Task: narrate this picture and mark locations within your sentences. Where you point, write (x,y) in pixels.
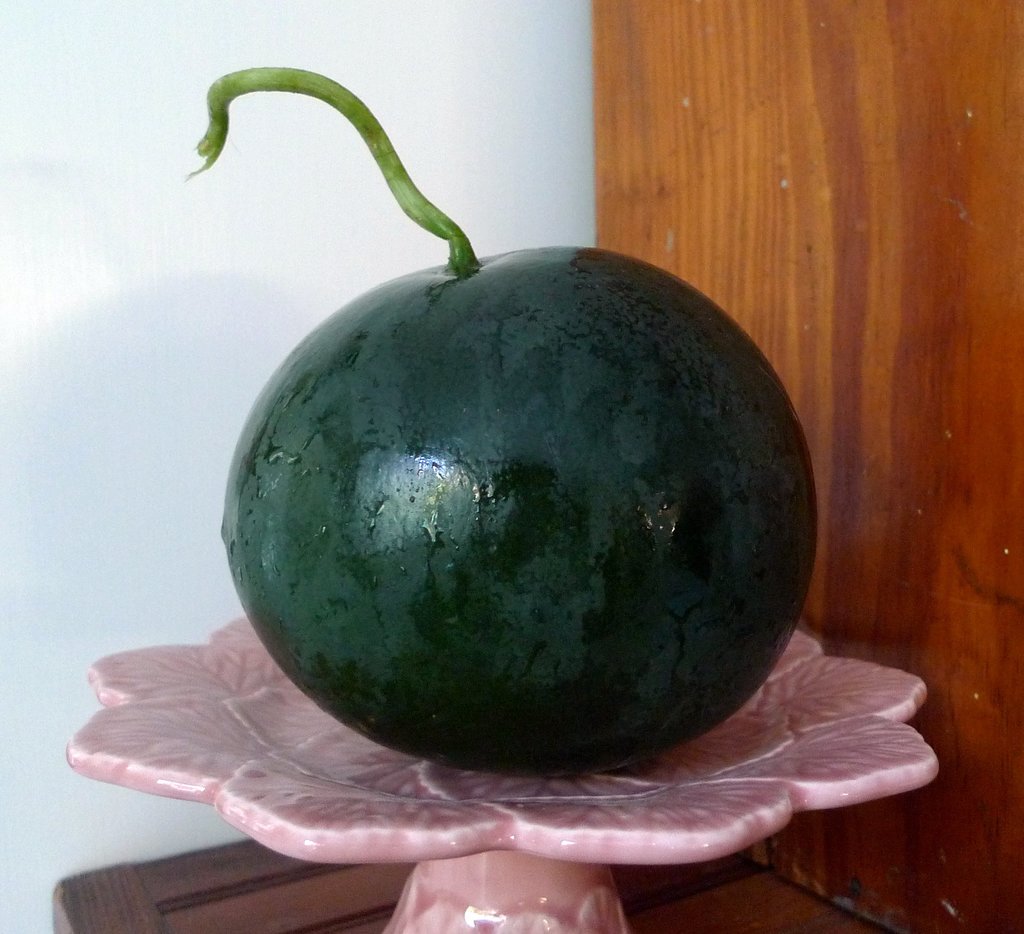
In the foreground of the picture (176,905) there is a desk (655,899), on the desk (332,753) there is a watermelon (572,483). On the right (834,104) there is a wooden desk (889,420). On the left (179,93) it is wall (287,165) painted white.
